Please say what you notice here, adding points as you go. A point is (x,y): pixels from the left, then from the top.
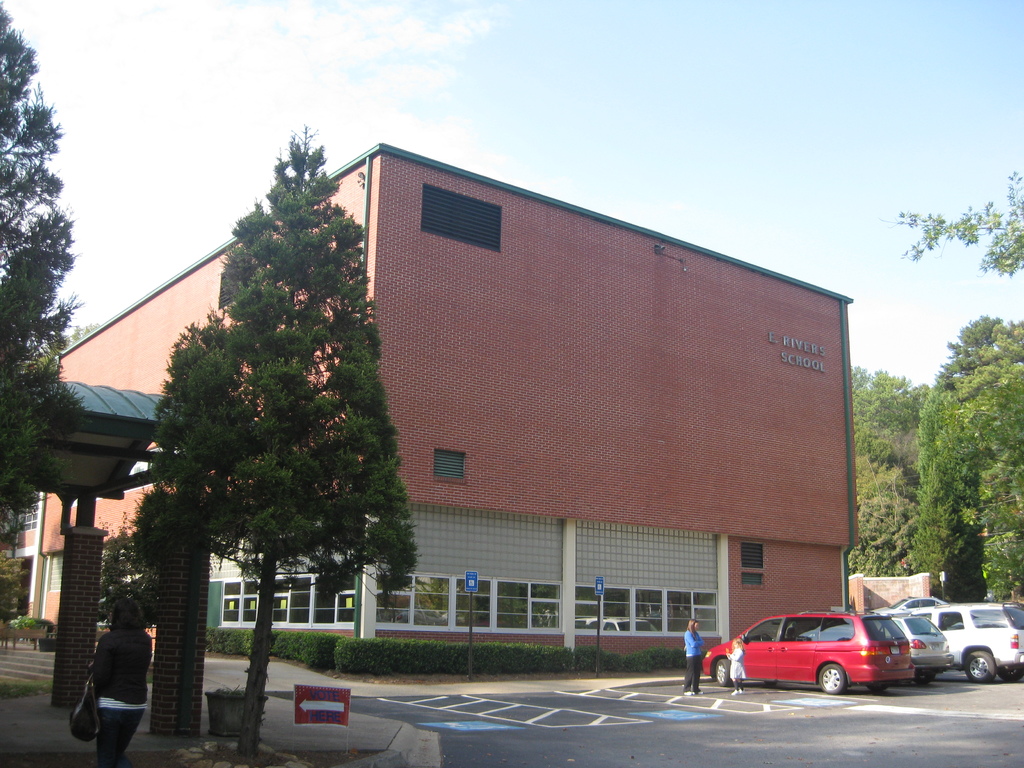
In this picture we can see cars (957,631) on the right side (911,630), on the left side (317,506) and right side (1012,562) there are trees (923,472), we can see a building (481,422) in the middle (461,411), there are some shrubs (433,641) in front of a building (609,638), we can see two persons (737,671) standing beside the car (717,672), there is the sky (545,34) at the top of the picture (470,63), on the left side (132,675) there is another person (120,672).
